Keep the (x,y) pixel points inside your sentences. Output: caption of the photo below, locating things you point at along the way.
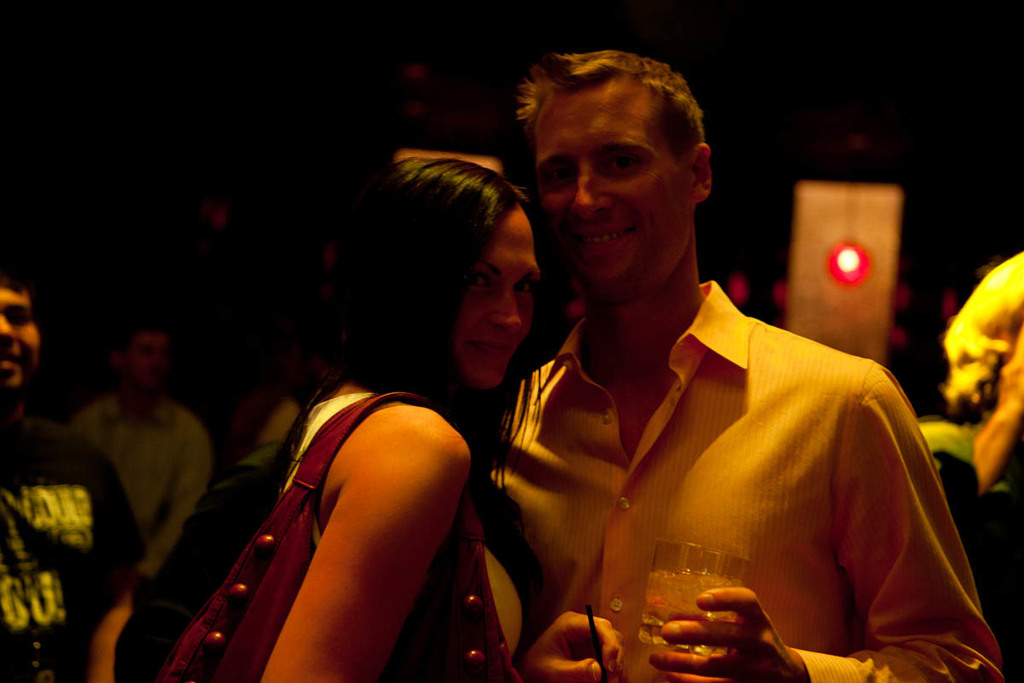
In this image we can see people (612,350) standing on the floor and one of them is holding a glass tumbler (701,592) in the hands (775,647).
